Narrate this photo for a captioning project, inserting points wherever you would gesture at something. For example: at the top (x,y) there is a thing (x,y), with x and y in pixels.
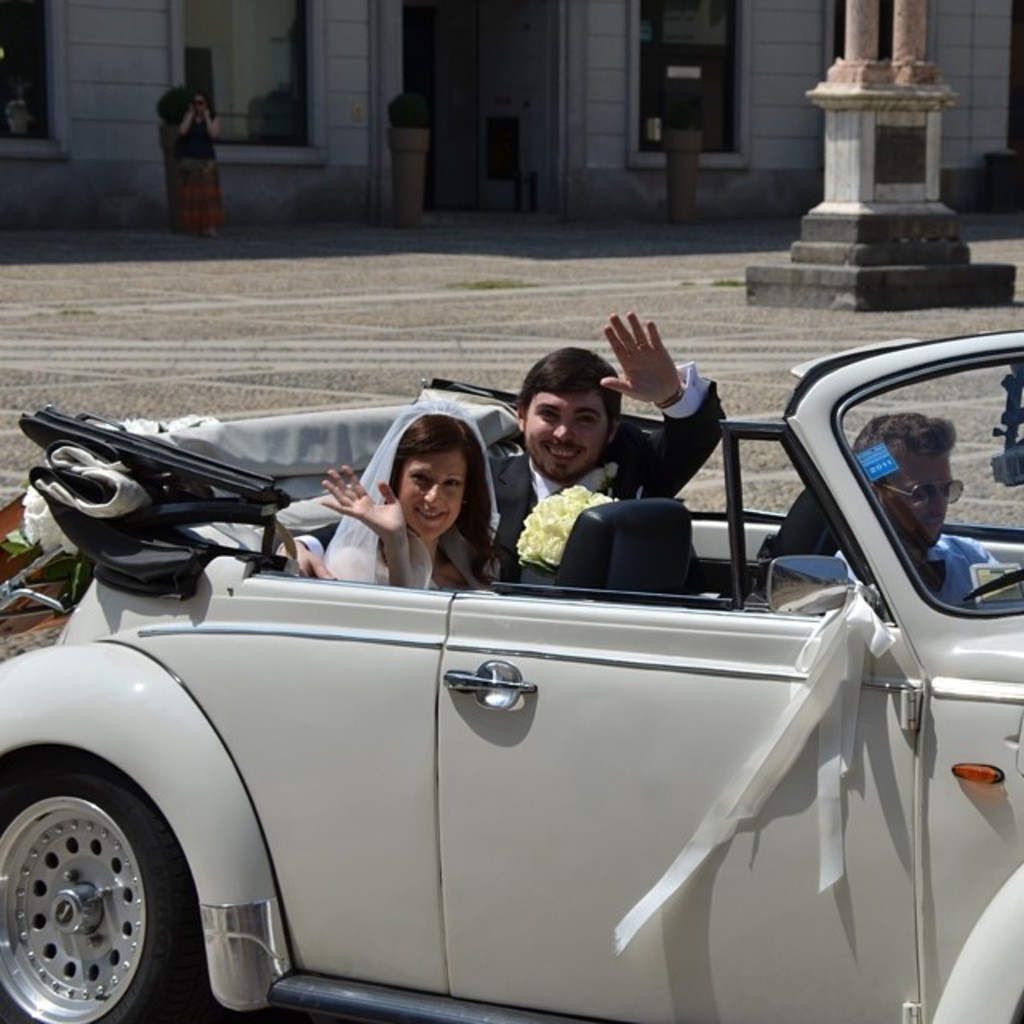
In this picture we can see man (585,386) and woman (412,462) sitting on car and they are smiling and in background (248,274) we can see road (331,303), some woman (186,225), wall (225,170), window (695,76).
